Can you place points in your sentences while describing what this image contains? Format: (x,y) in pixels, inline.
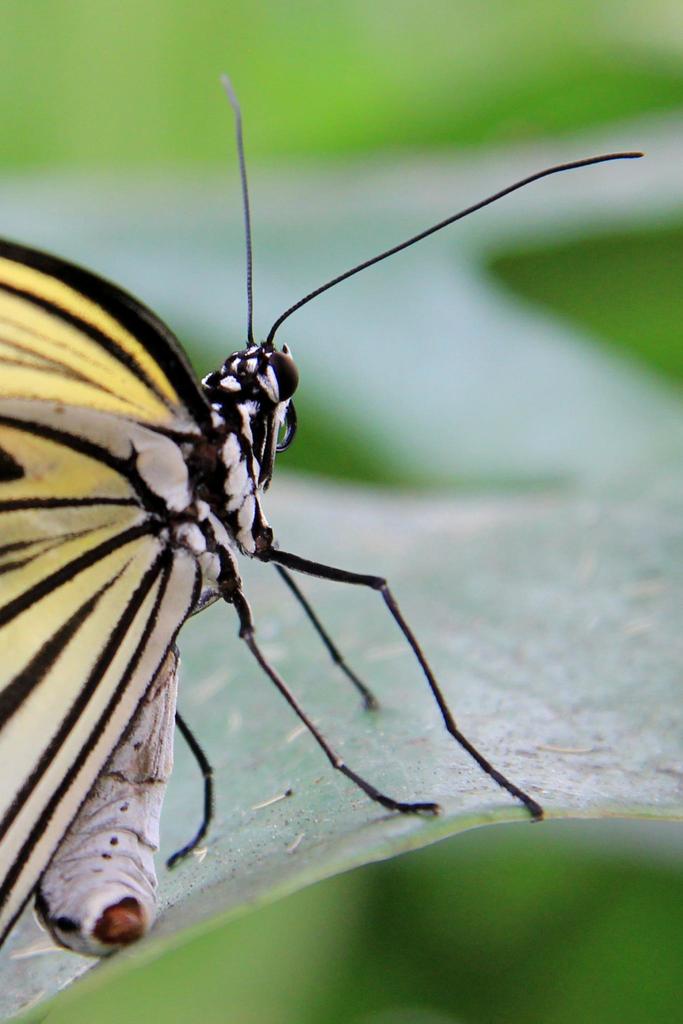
This picture contains a butterfly (139,486). This butterfly (140,591) is in yellow and black color. It is on the green color leaf (375,573). In the background (389,292), it is green in color and it is blurred in the background (503,317).
